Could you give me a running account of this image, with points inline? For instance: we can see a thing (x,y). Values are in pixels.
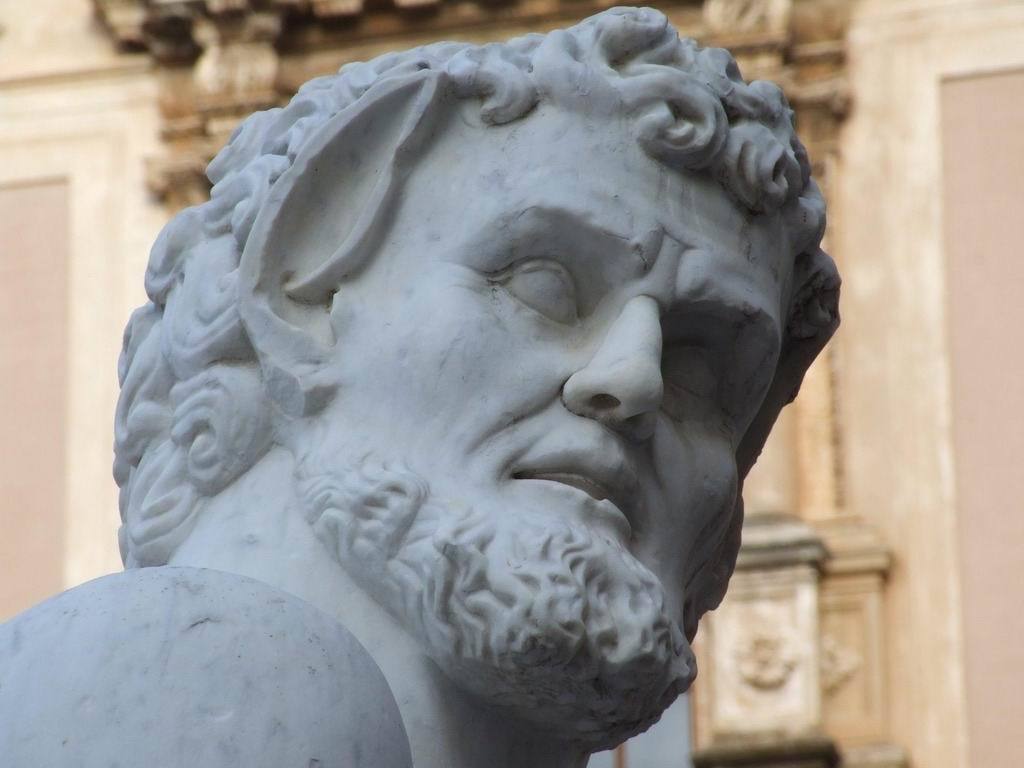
In this image we can see a sculpture (360,349) of a person (360,349). There is a wall (835,644) behind a sculpture (509,406) of a person (497,403).
